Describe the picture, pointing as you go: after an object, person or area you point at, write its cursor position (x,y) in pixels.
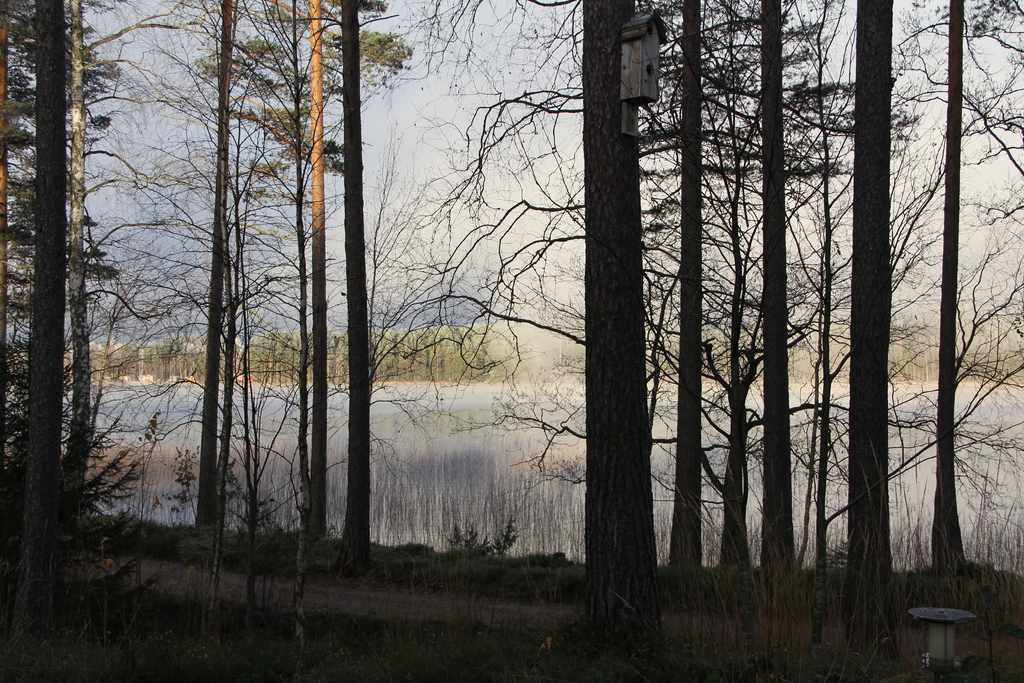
In this picture we can see trees (135,327), water (420,409) and the sky (450,147). In the bottom right corner of the image (939,658), there is an object (949,627) on the ground (912,672). At the top of the image (636,72), there is a bird house (642,90) which is attached to a tree trunk (611,81).
